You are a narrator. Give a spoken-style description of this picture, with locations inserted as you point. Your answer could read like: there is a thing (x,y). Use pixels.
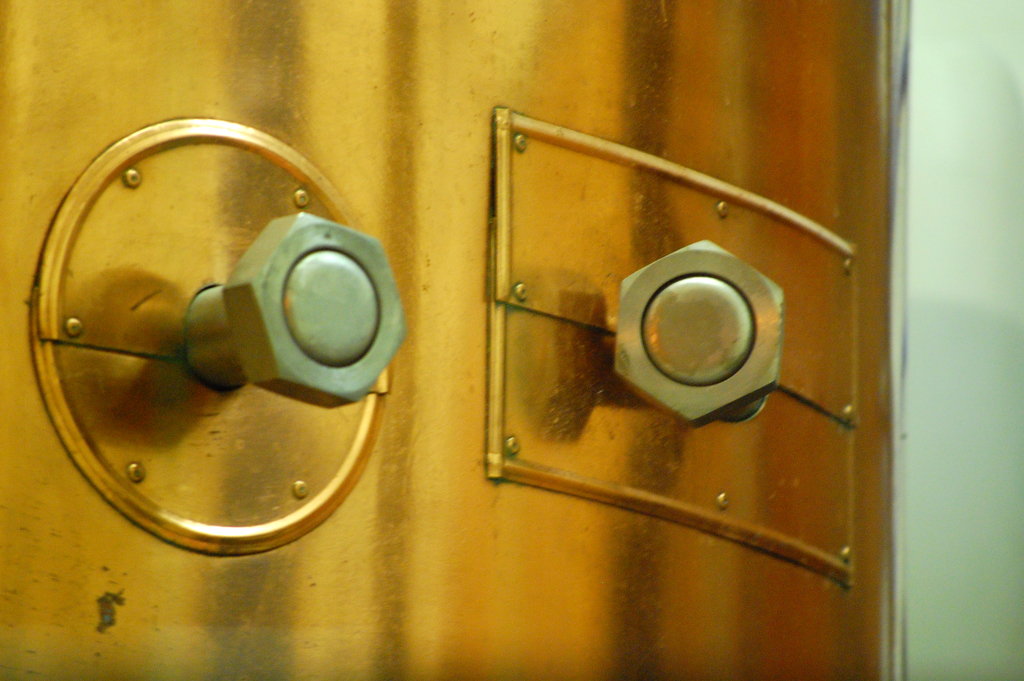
In this image we can see a door (542,433) and the wall (977,224), on the door (478,324), we can see the bolts (680,342).
